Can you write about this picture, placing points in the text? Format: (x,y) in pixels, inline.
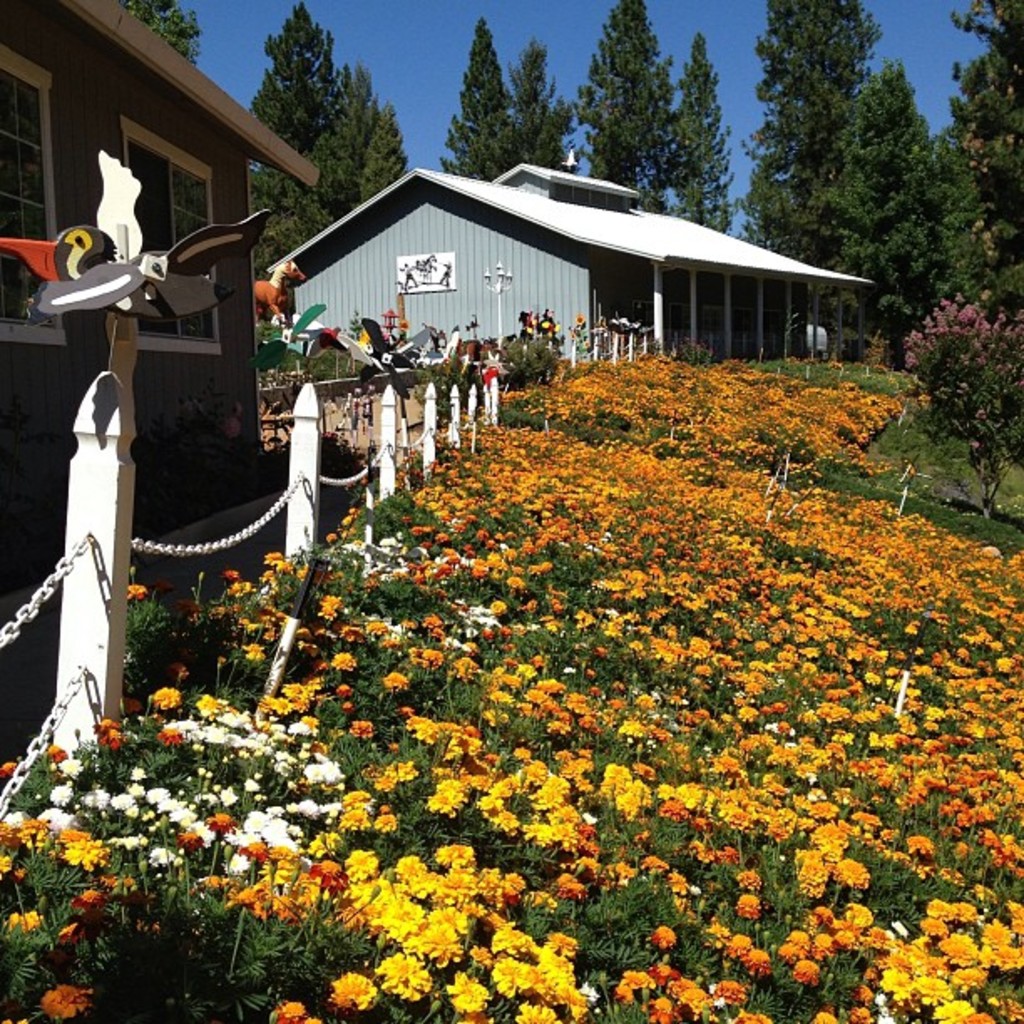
In this image I can see the flowers (356,903). I can see the houses (612,279). In the background (830,113), I can see the trees (479,126) and the sky (415,49).
